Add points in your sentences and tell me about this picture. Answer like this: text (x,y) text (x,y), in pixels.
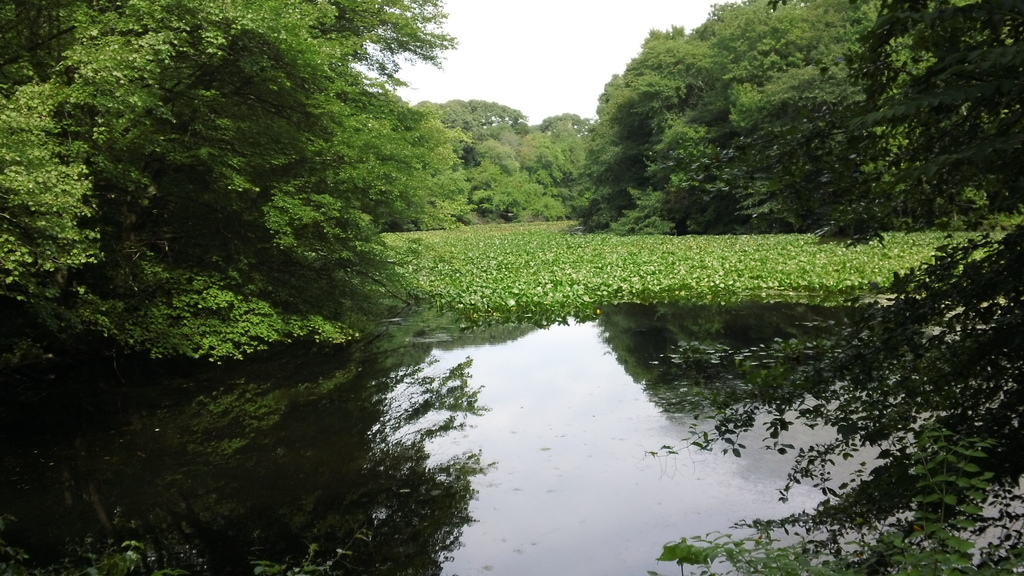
In this image, we can see plants (1001,283), water (591,416) and trees (1006,86). Background (569,64) we can see the sky (542,60). On the water (629,337), we can see reflections (590,478).
